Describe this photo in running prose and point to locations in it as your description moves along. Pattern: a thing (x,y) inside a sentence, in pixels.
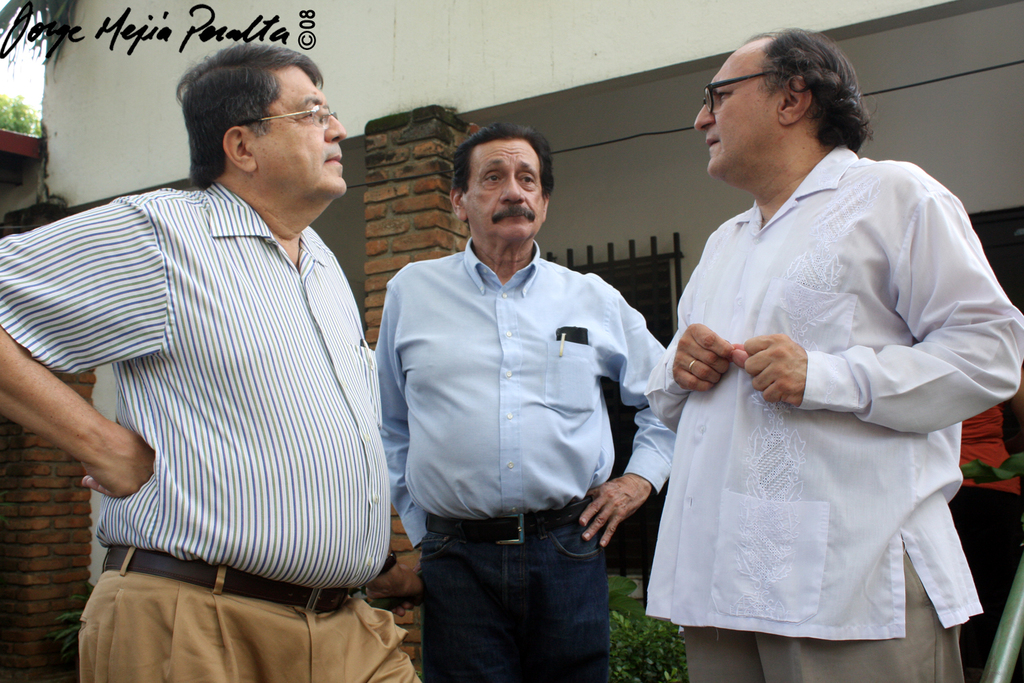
There are people (625,380) standing. In the background (17,573) we can see pillars (382,193), plants (647,680), windows (660,303), person (998,454), rod (1006,609), wire (649,131) and wall (645,113). In the top left side of the image (2,44) we can see text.
